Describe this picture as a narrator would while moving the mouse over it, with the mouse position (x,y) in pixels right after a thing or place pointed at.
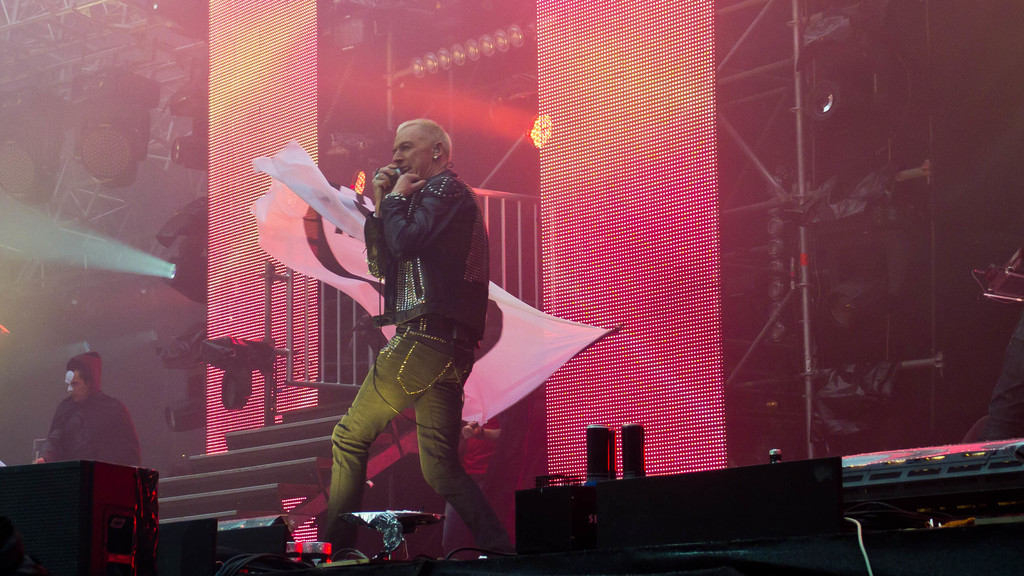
In this image I can see three persons (437,197) are standing where in the front (395,219) I can see one is holding a mic (392,177) and in the background (503,391) I can see one is holding a white colour flag (576,331). On the bottom side of this image (529,529) I can see few black colour things (539,544) and wires (482,550). In the background (29,140) I can see number of lights (17,172) and number of poles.
